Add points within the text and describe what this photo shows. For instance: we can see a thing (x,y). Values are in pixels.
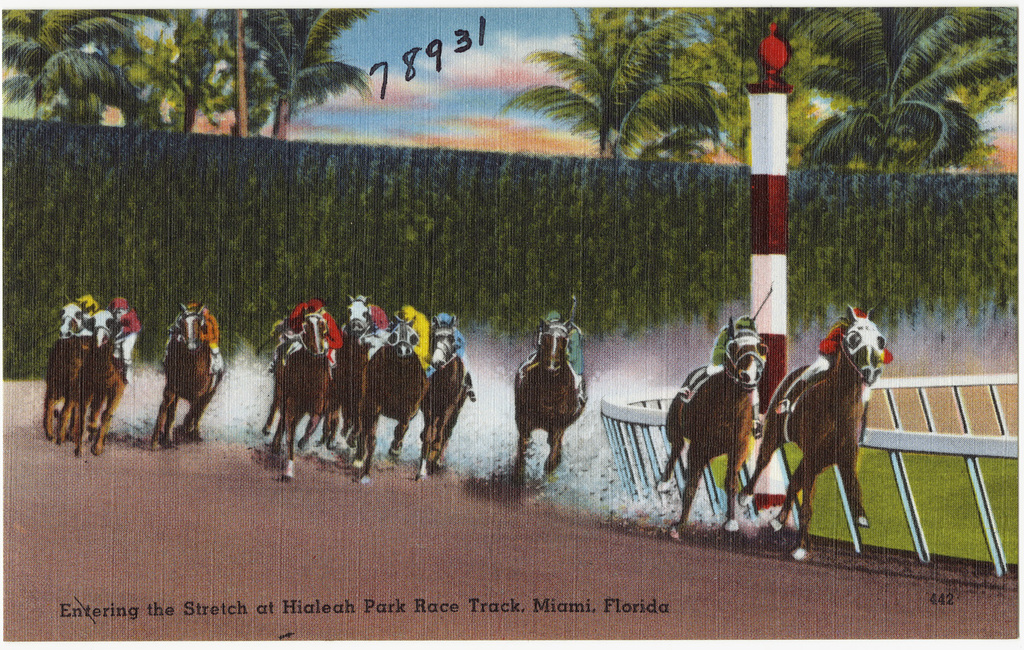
There are people (331,338) riding the horses (699,400). On the right side (936,450) there is a wall (902,458) and a pole (770,257). In the back (424,229) there's a wall (473,222), trees (255,41) and sky (442,45). There is something written on the down of the image. On the top (481,39) there is a number (481,39) on the image.
